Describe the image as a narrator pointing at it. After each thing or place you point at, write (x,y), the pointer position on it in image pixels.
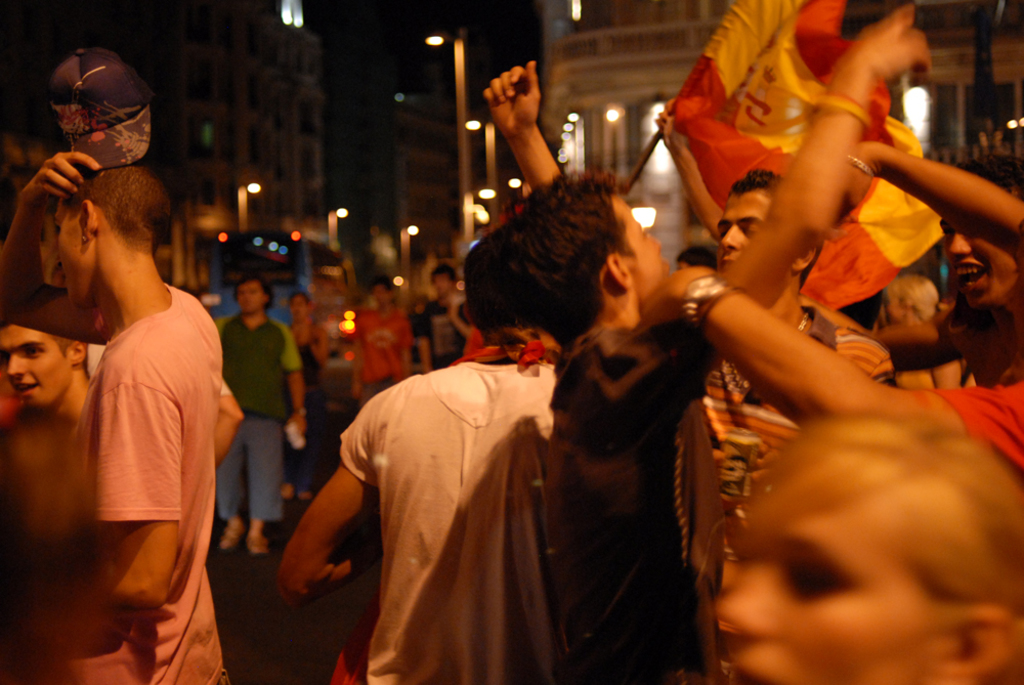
In this image in front (140,269) there are people (516,404) standing on the road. In the background of the image (518,188) there are buildings (677,85), street lights (462,196).
